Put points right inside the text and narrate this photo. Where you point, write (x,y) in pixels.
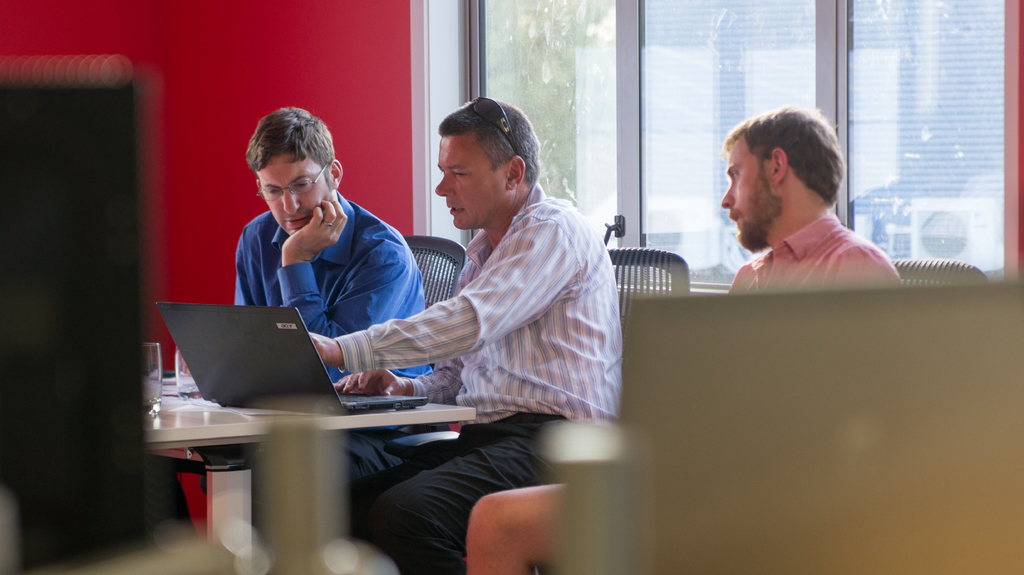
These three persons (481,232) are sitting on chairs (628,298) and looking at this laptops (272,357). This man (453,316) wore goggles (488,100) and pointing out on this laptop (321,365). In-front of them there is a table (209,412), on this table (343,412) there is a laptop (235,368) and glasses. The wall (229,88) is in red color. From this window (664,46) we can able to see building (760,70) and tree (540,93).
